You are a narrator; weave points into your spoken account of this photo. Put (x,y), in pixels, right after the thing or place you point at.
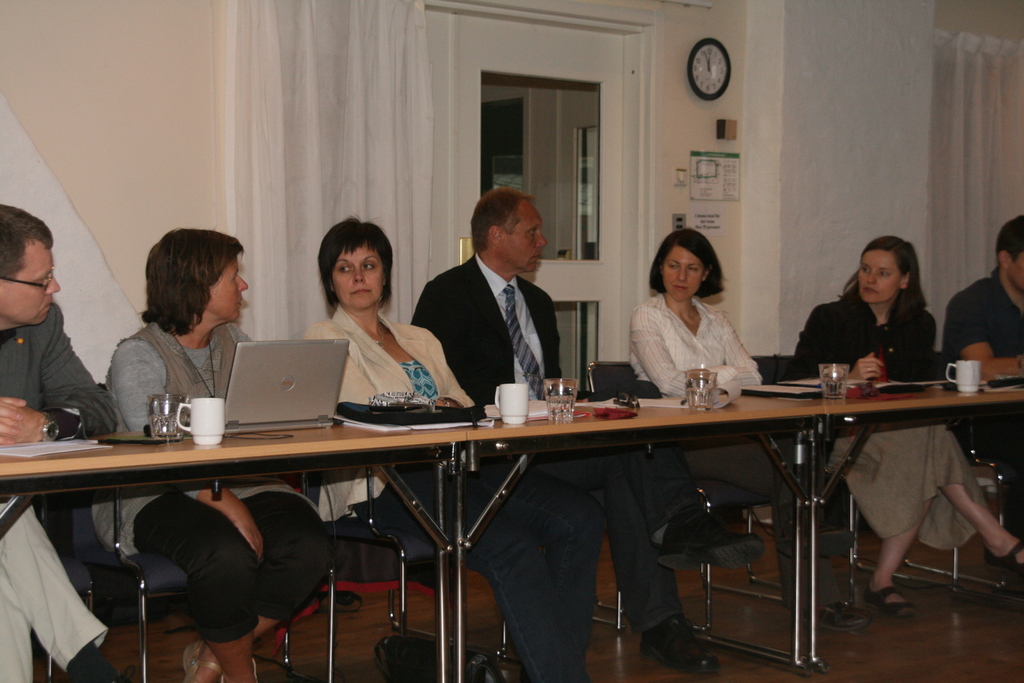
In this image there are many people (449,288) sitting around the table (458,580). It looks like the image is clicked in a meeting room (145,342). To the left (64,398), the man (29,432) is sitting and wearing a gray shirt (15,396) and white pant (49,582). In the background (601,185) there is a wall (112,114), curtain (397,110), door (637,153) and a wall clock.
